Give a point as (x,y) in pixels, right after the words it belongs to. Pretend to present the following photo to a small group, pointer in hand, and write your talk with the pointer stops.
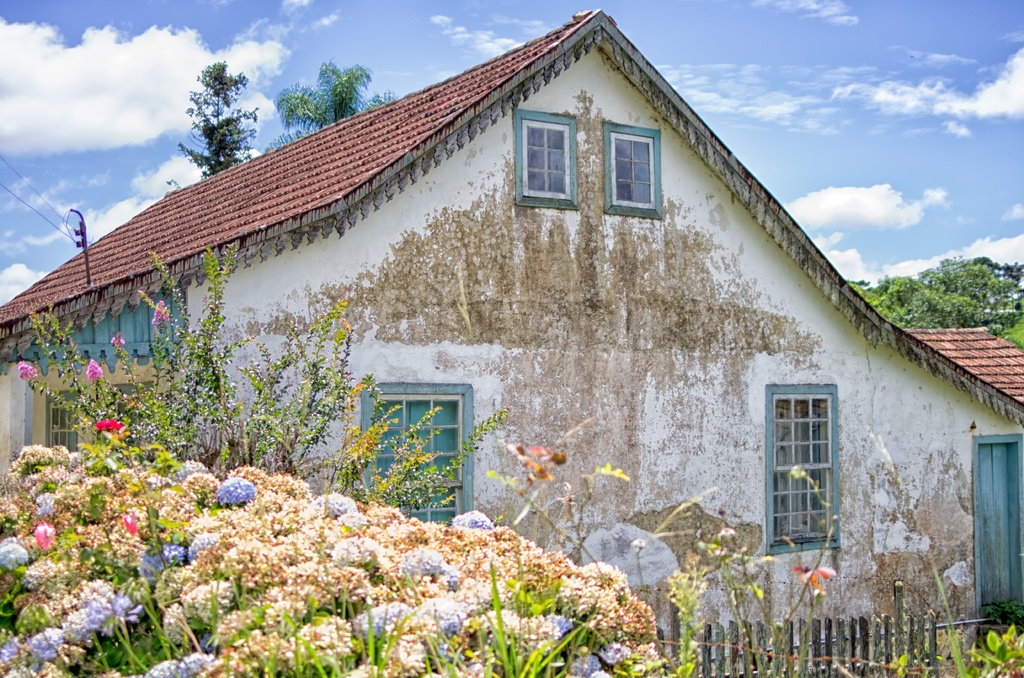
It is a house (481,335), on the left side (106,429) there are flower plants (383,521). At the top (850,99) it's a sunny sky (137,153).
